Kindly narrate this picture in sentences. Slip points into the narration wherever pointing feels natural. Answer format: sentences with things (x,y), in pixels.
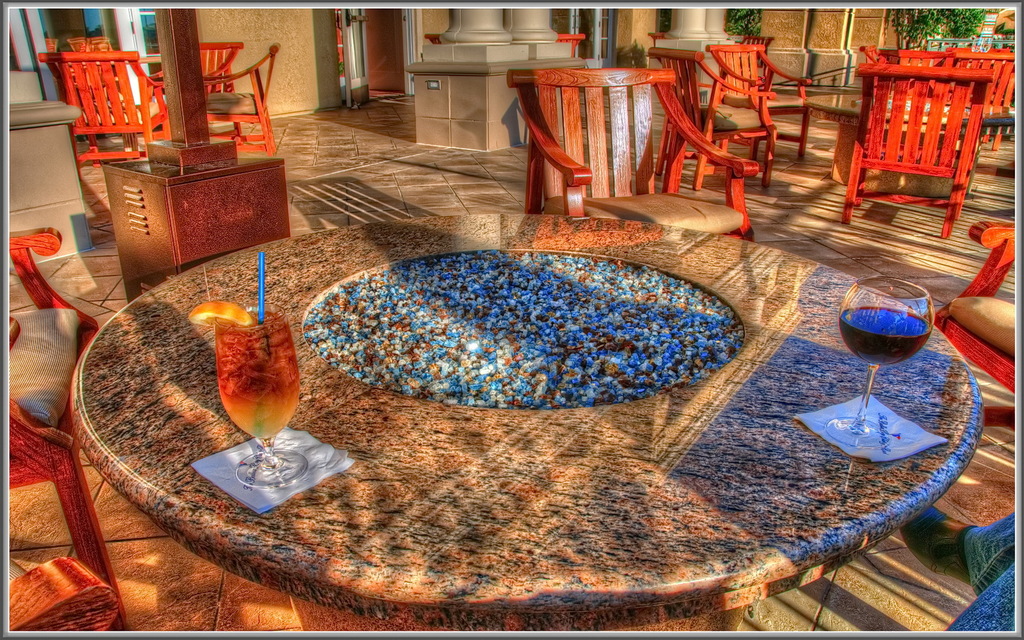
This picture is taken outside and it is sunny. In this image, on the left side (36,456), we can see two chairs (49,599). In the right side (959,562) corner, we can see the legs (968,525) of a person (966,550). On the right side (1002,413), we can see a chair (984,317). In the middle of the image (412,421), we can see a table (524,523), on that table (372,523), we can see two glasses (291,477) with drinks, straw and tissues (212,464). In the background (358,101), we can see some tables (851,113), chairs (618,107), pillars (63,181), glass window (44,85), plants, glass doors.
